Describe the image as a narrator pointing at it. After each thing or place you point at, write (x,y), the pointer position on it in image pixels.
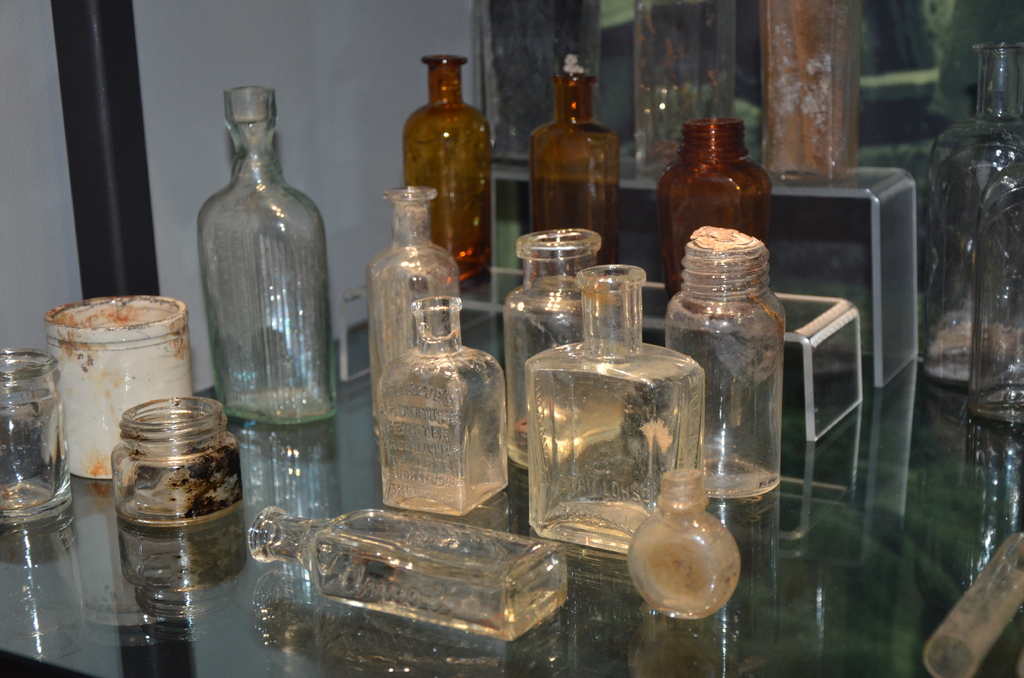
This picture is consists of different types of glass bottles (803,169) which are placed on the table (615,621).
